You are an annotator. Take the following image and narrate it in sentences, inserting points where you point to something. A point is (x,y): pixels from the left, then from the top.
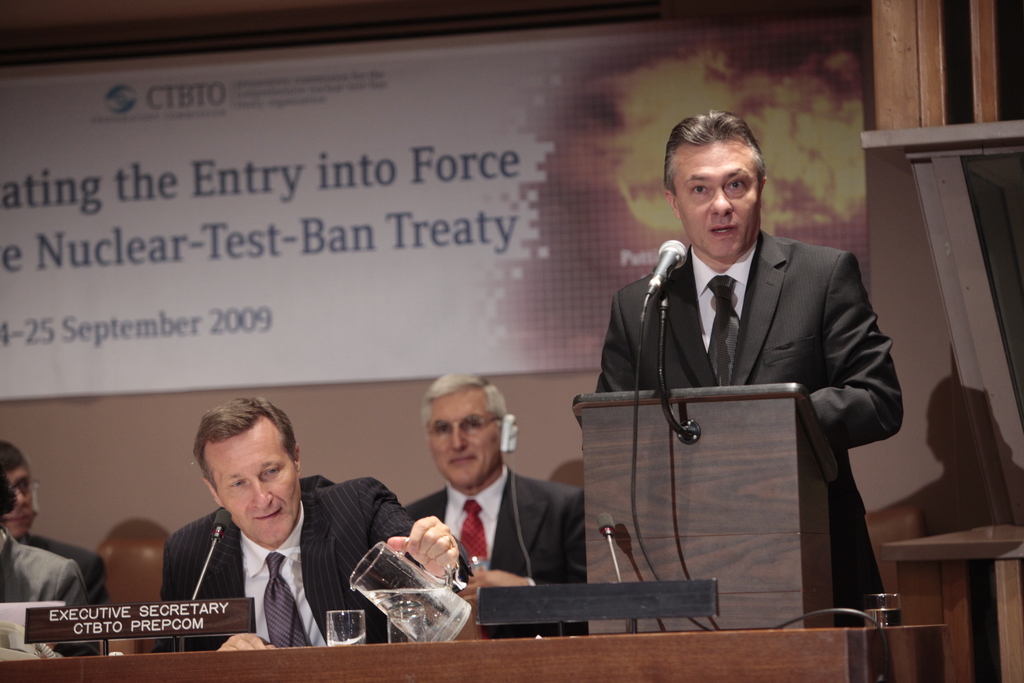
In this image i can see a person (742,251) standing behind the podium (756,408) and a microphone (664,298) in front of him, to the left of the image (308,533) i can see few people (491,464) sitting and a person (355,608) holding a jar (399,590). In the background (375,303) i can see a huge banner (261,228) and a wall (117,457).
